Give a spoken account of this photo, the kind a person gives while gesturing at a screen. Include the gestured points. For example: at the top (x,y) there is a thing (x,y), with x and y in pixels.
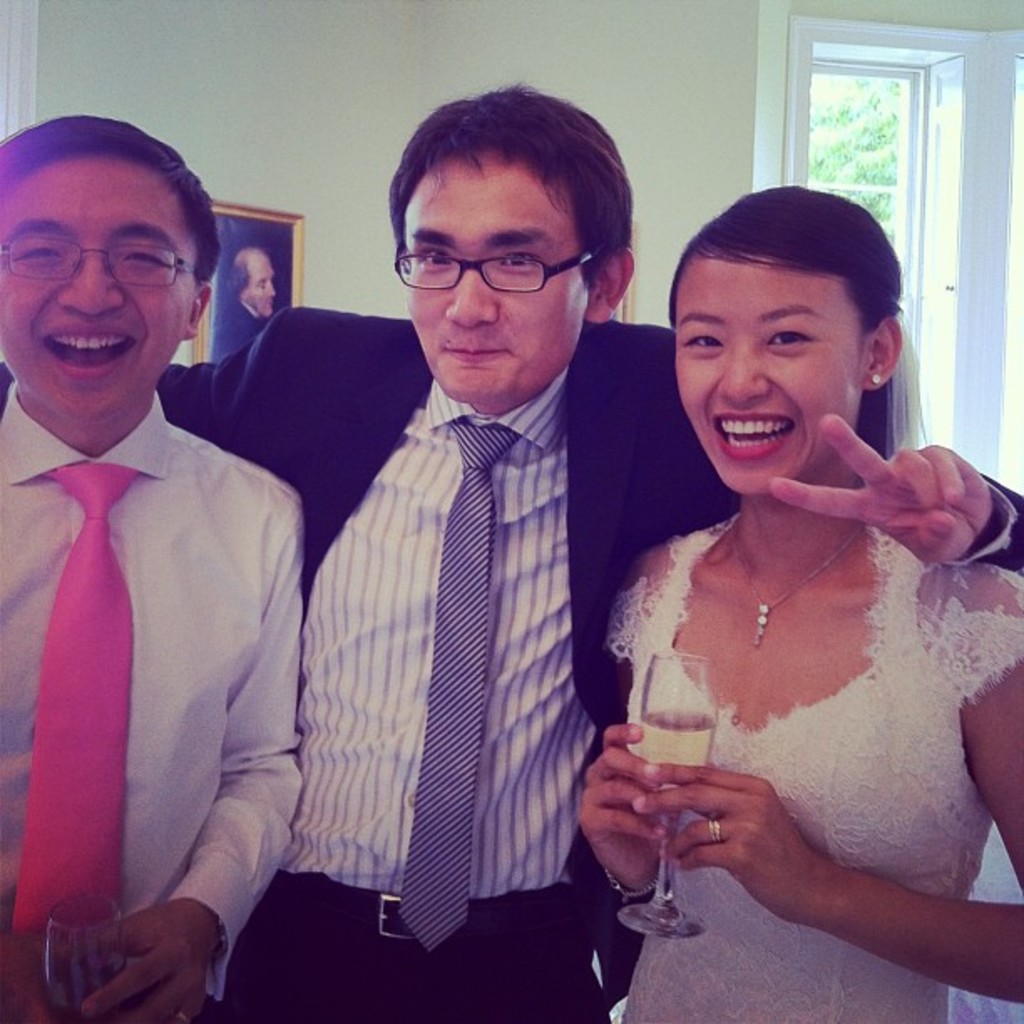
In this image three people (426,518) are standing in the foreground (647,604). The right one is a lady (744,636) wearing gown (865,792). She is holding a wine glass (683,726). all of them are smiling. In the background (308,199) there is wall (735,36), window (889,63). On the wall (235,192) there is a photo frame (252,257). Through the window (827,101) we can see trees (852,142).
